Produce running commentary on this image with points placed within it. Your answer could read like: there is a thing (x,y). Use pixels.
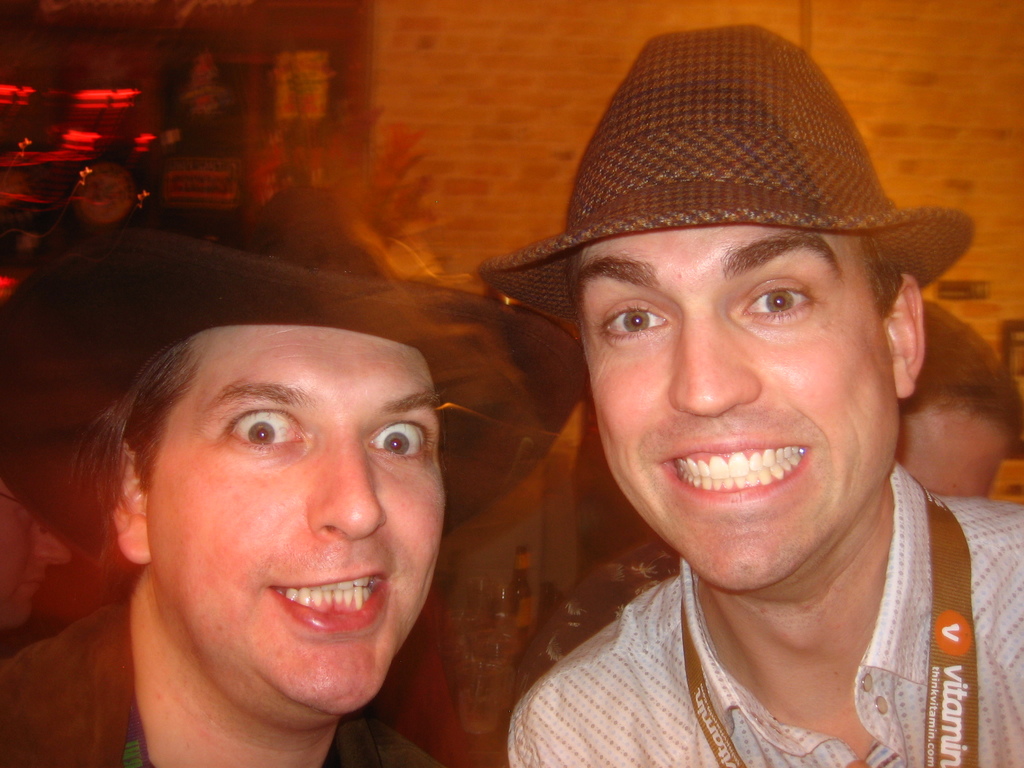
In front of the picture, the man (765,646) in white shirt (918,691) and the man (141,670) in black shirt (99,705) are smiling and they are posing for the photo. Both of them are wearing hats (212,306). Behind them, we see people (964,359). In the background (441,84), we see a wall (529,117). This picture is blurred in the background (390,159).
